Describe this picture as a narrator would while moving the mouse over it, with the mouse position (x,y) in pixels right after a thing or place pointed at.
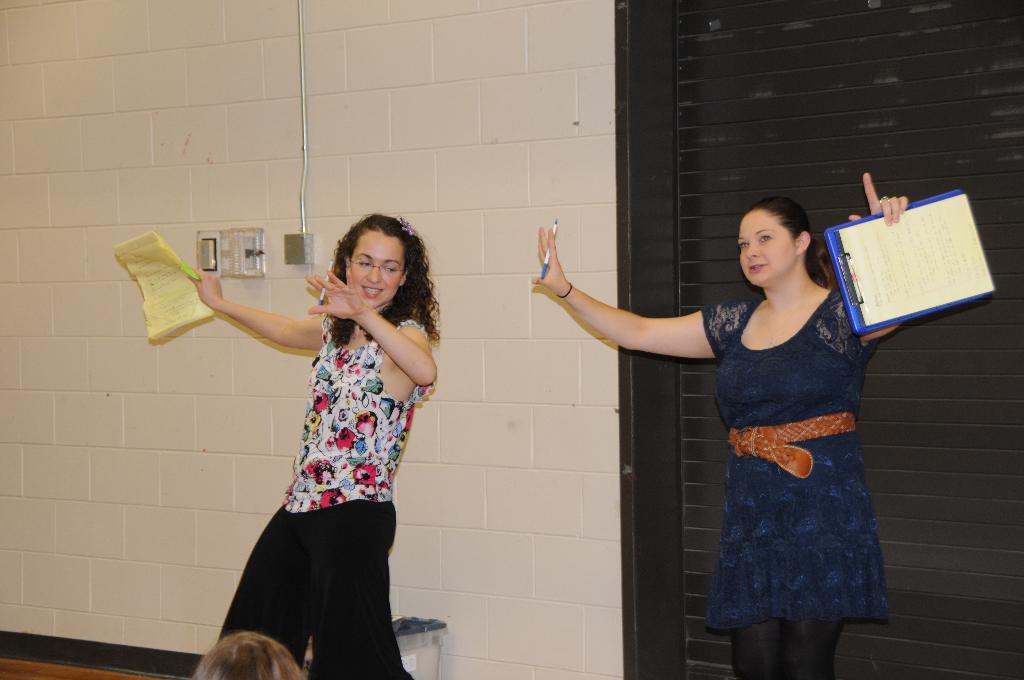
In this image we can see women (768,496) standing on the floor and holding pens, papers (881,255) and plank (856,289) in their hands (894,219). In the background (506,139) we can see wall (418,119), pipeline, electric shaft (295,236) and grill (733,83).
